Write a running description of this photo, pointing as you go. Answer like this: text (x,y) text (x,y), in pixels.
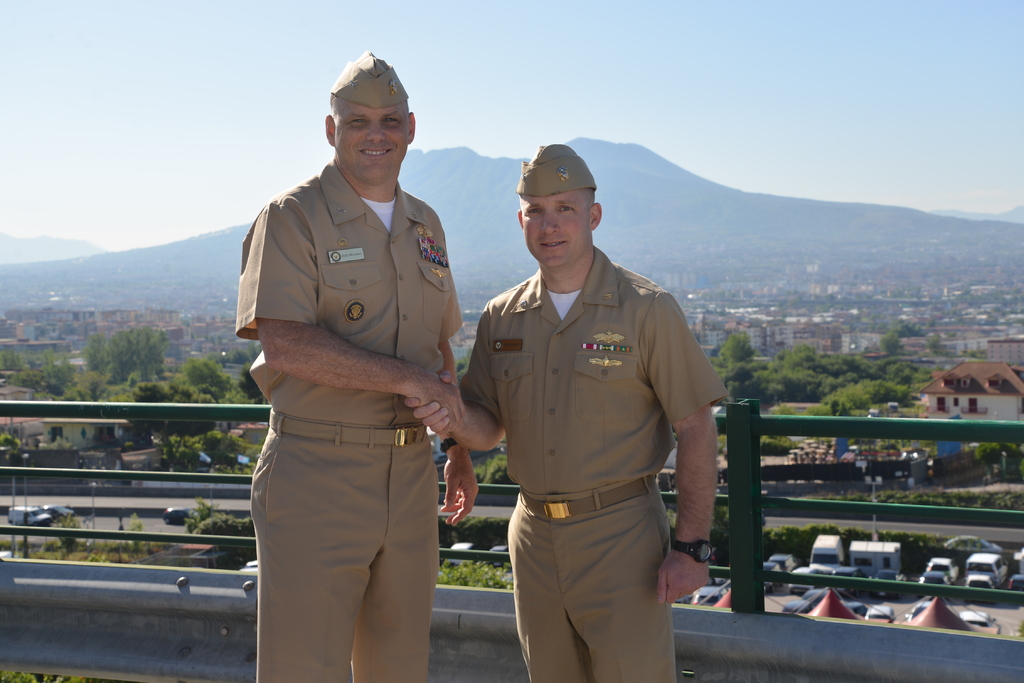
In this picture we can see two men (436,514) wore caps (351,101) and standing and smiling, buildings (772,305), trees (129,400), vehicles (768,562), mountains (738,223) and in the background (886,109) we can see the sky (412,105).
